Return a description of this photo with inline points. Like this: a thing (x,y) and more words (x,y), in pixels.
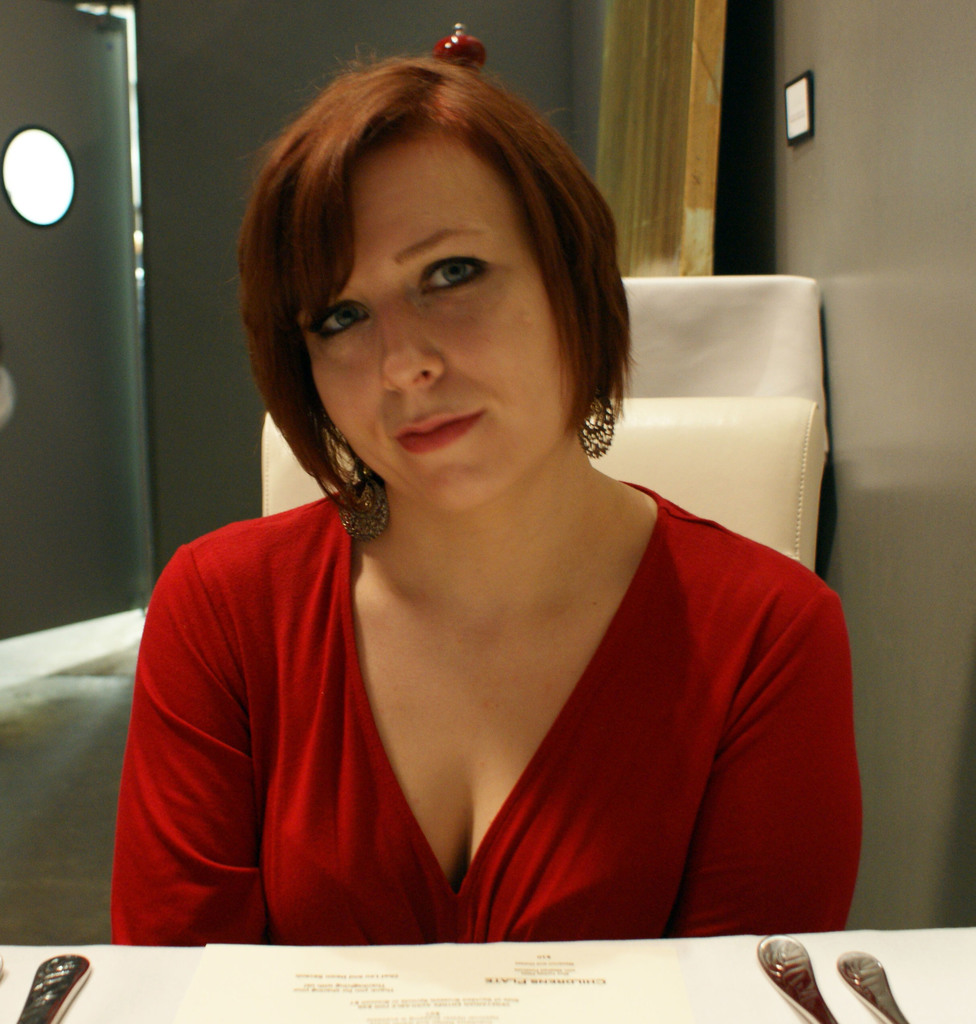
At the bottom (523,997) we can see table (11,1009), menu card (504,999) and spoons (42,1019). In the middle (419,520) we can see a woman (483,549) sitting in a chair (676,432). In the background (929,26) we can see wall (329,70) and door (115,112).
